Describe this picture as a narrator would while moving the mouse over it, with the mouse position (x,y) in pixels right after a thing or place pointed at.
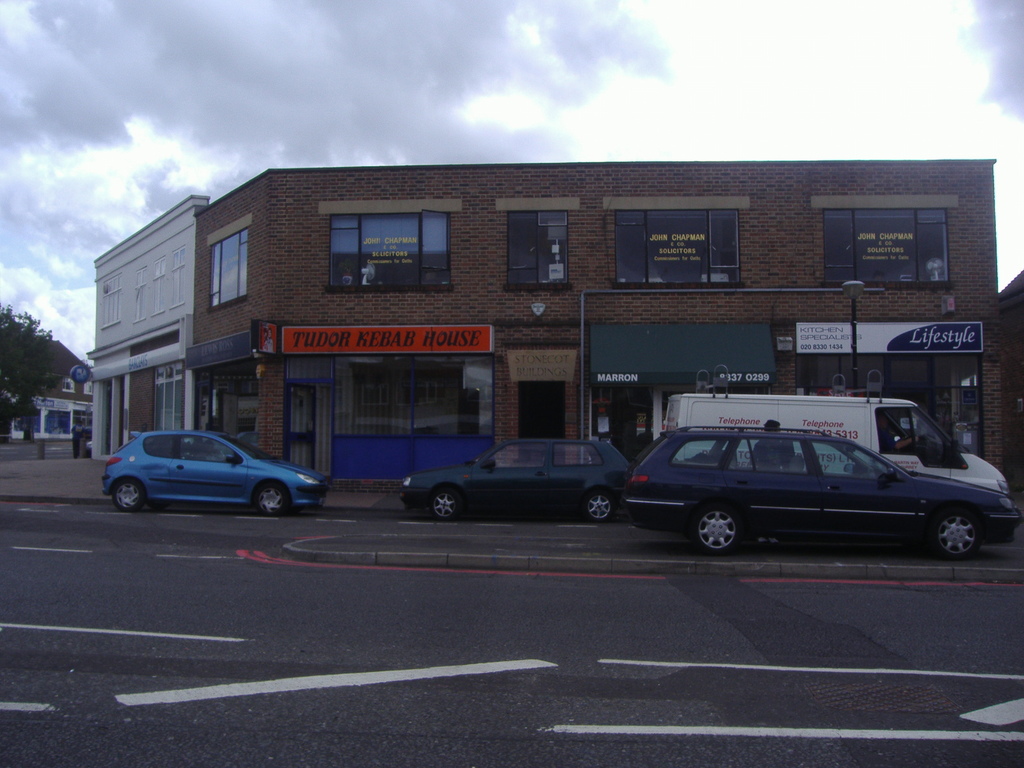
In the foreground of this image (639,592), there is a road (512,643), and a building (550,381) is placed side to it. There are three cars (431,498) and a van (729,407) is in front of the building (620,359). On the left (39,357), there is a tree (39,357). On the top (644,49), there is the cloud (599,51).
